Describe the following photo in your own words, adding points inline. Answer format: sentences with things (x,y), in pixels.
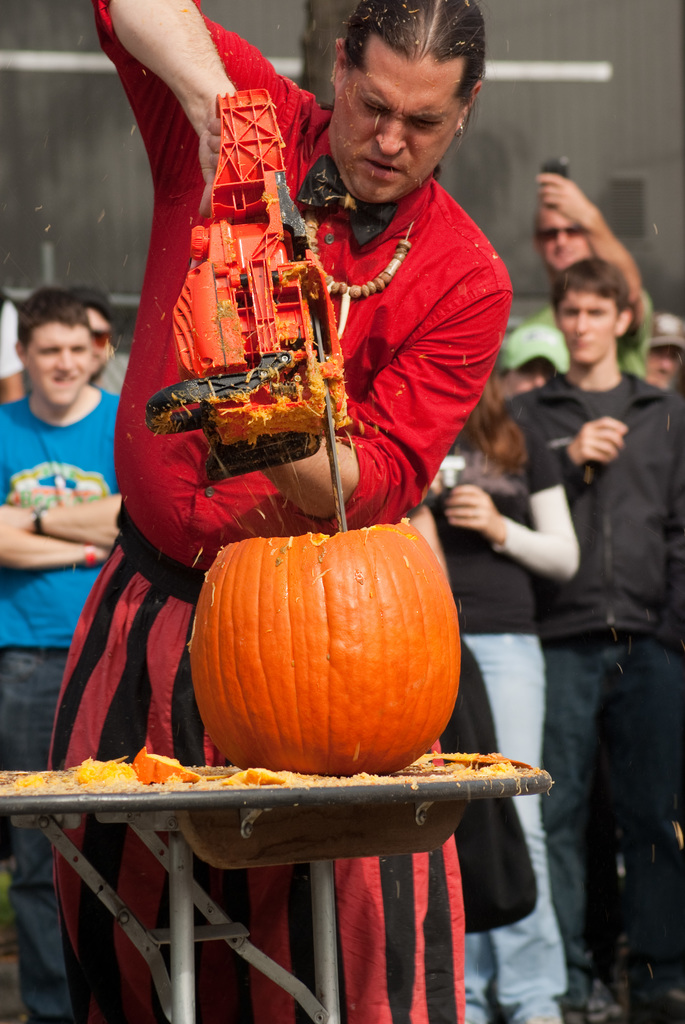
In this picture there is a person (313,146) standing behind the table (177,873) and drilling the pumpkin (373,601). There is a pumpkin (301,715) on the table (262,830). At the back (31,370) there are group of people (503,363) standing and there is a person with green t-shirt (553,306) is standing and holding the phone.
